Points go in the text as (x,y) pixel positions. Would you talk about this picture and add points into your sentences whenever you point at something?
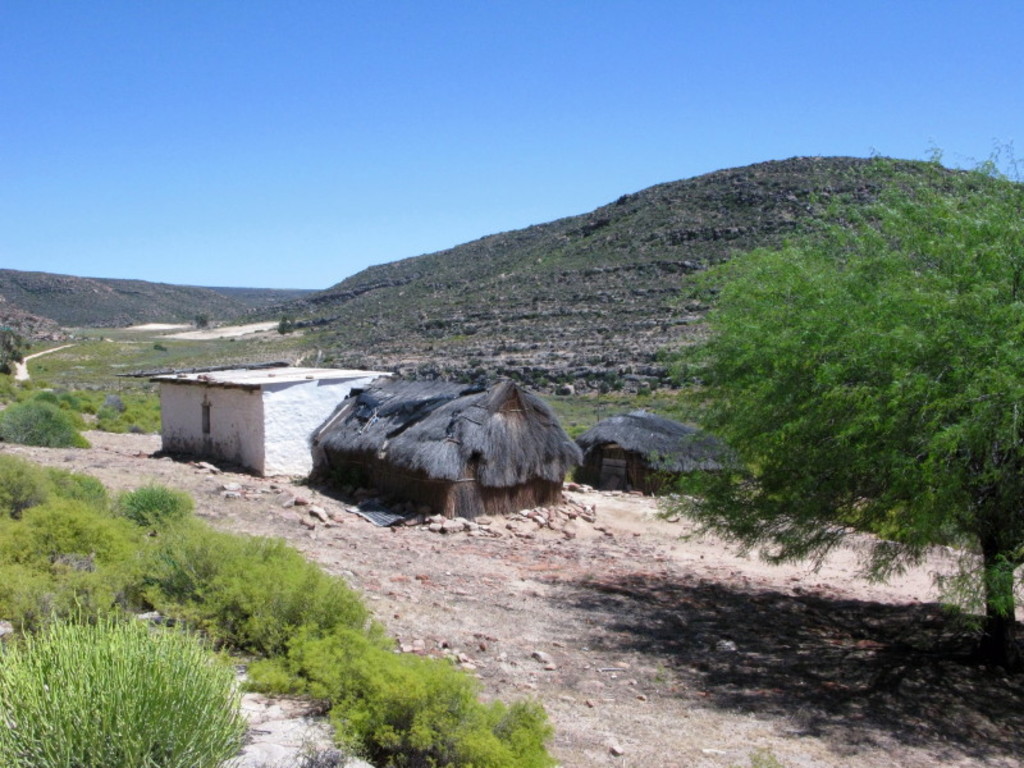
In this picture I can observe huts (427,407) in the middle of the picture (482,452). On the right side (849,433) I can observe a tree (901,326). On the left side (189,569) I can observe some plants (88,659) on the ground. In the background (346,264) I can observe hill (662,229) and sky (394,127).
